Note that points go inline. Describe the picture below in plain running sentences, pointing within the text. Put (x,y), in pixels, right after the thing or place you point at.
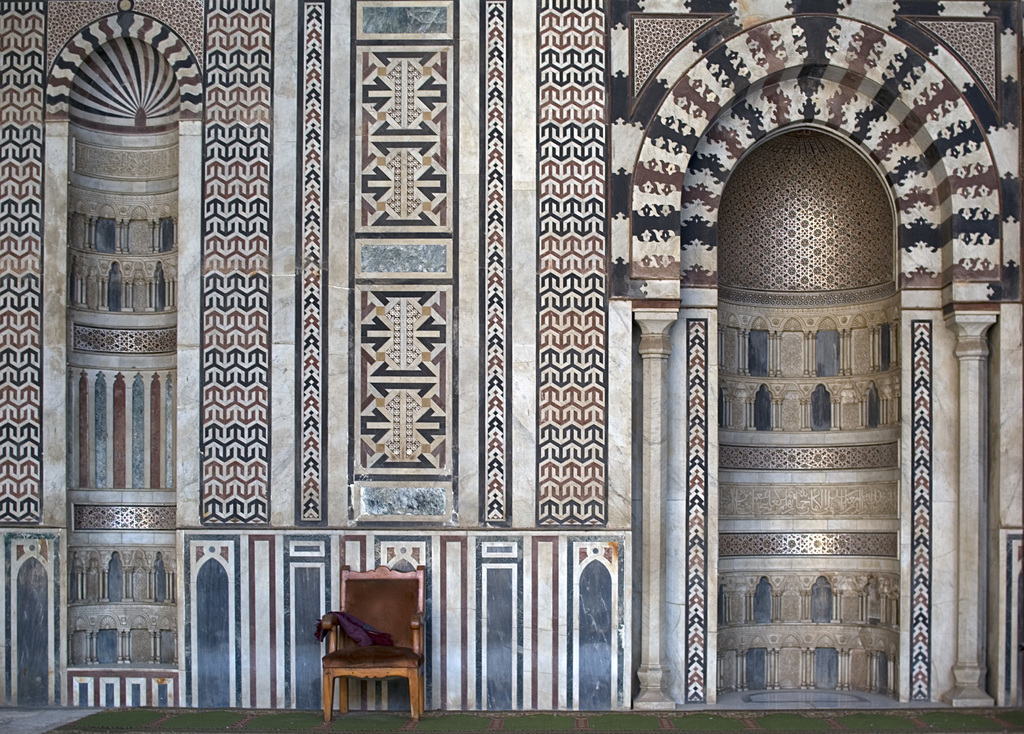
It looks like a palace (364,271) and in front of the wall (404,534) there is a chair (347,661) and some object (354,629) is kept on the chair (366,670).
